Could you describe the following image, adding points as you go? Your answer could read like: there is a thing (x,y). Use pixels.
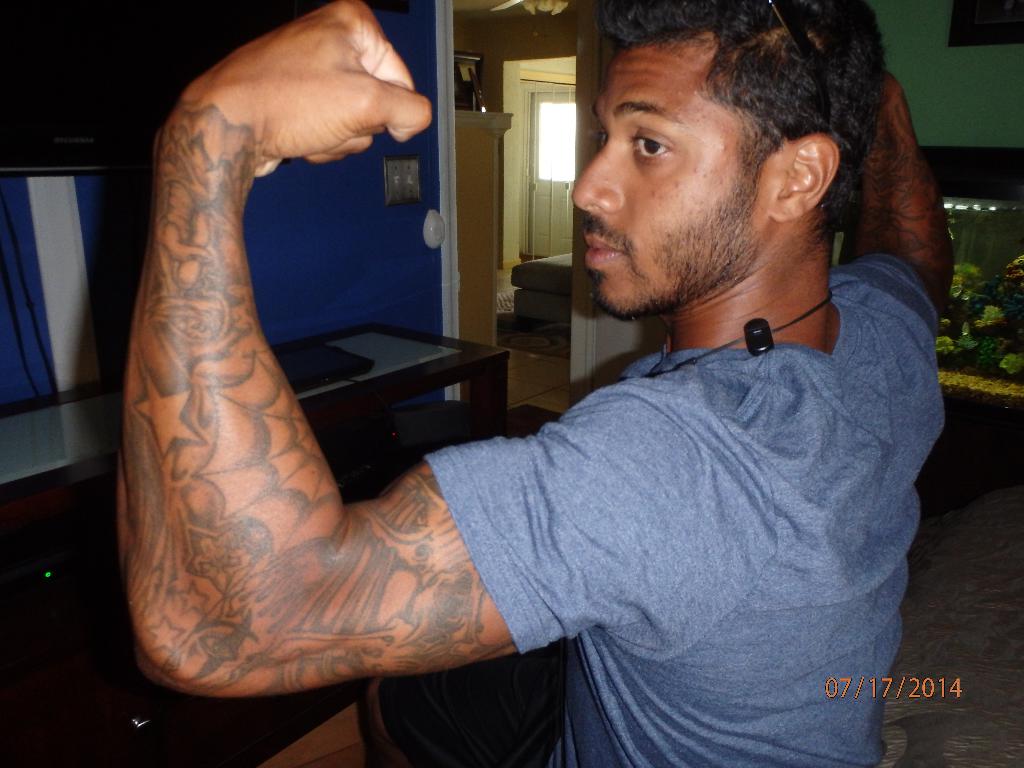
In the image we can see there is a man (699,515) sitting and there are tattoos (260,549) on his arms (480,584). Behind there is a table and there is a door (532,251).
